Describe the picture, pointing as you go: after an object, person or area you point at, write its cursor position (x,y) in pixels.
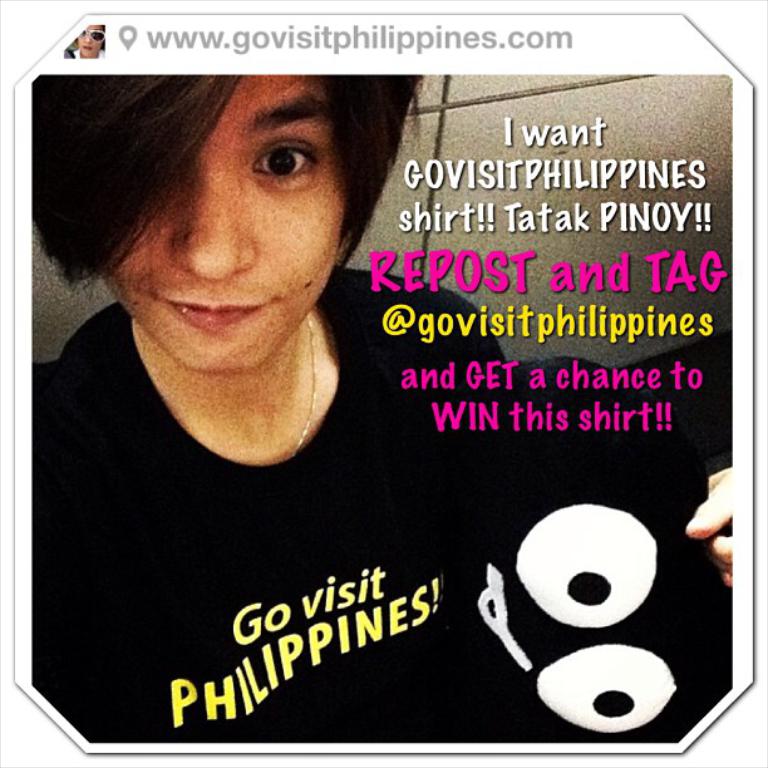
In this picture I can see two persons (190,172), there is a website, and there are words (555,141) on the image.
